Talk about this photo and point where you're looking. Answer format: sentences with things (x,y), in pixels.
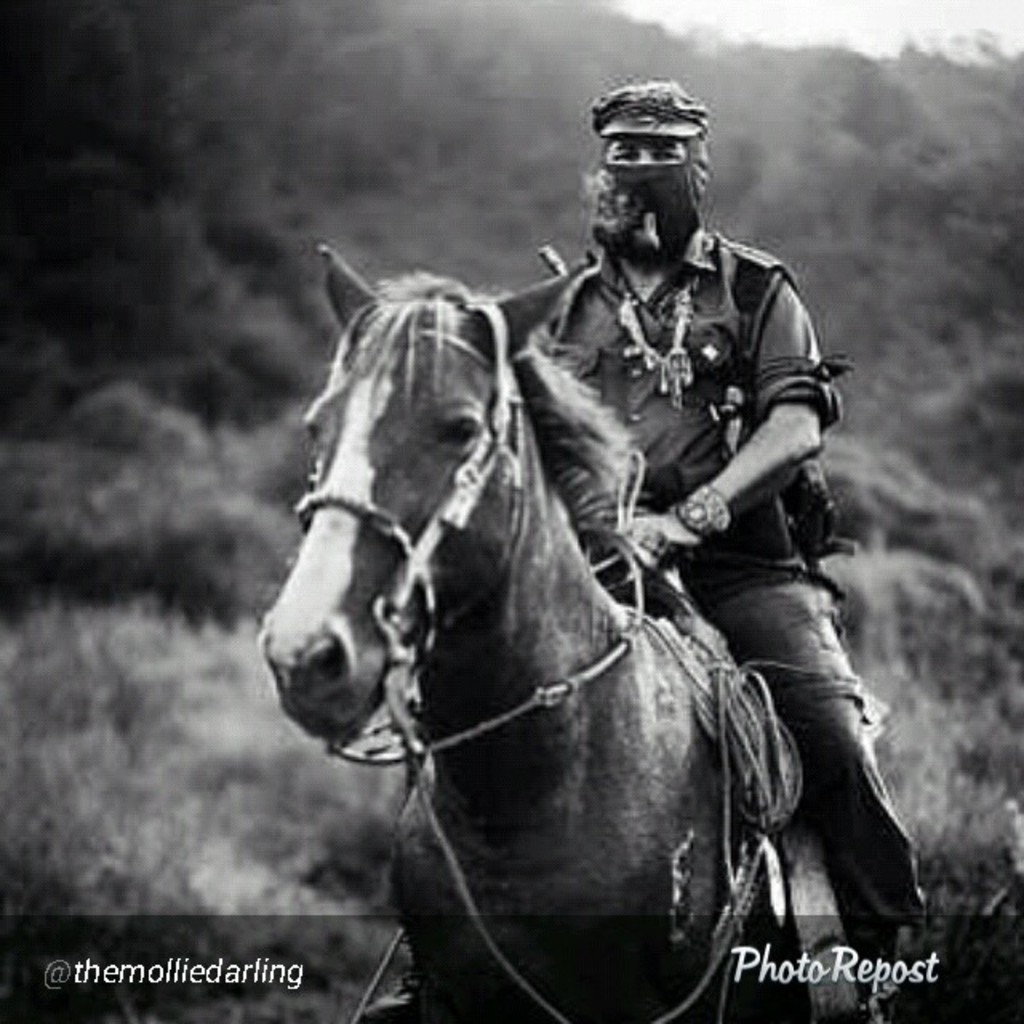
In this image I can see one person (756,356) with scarf (644,172) and a cap (643,135) is sitting on a horse (613,798).
